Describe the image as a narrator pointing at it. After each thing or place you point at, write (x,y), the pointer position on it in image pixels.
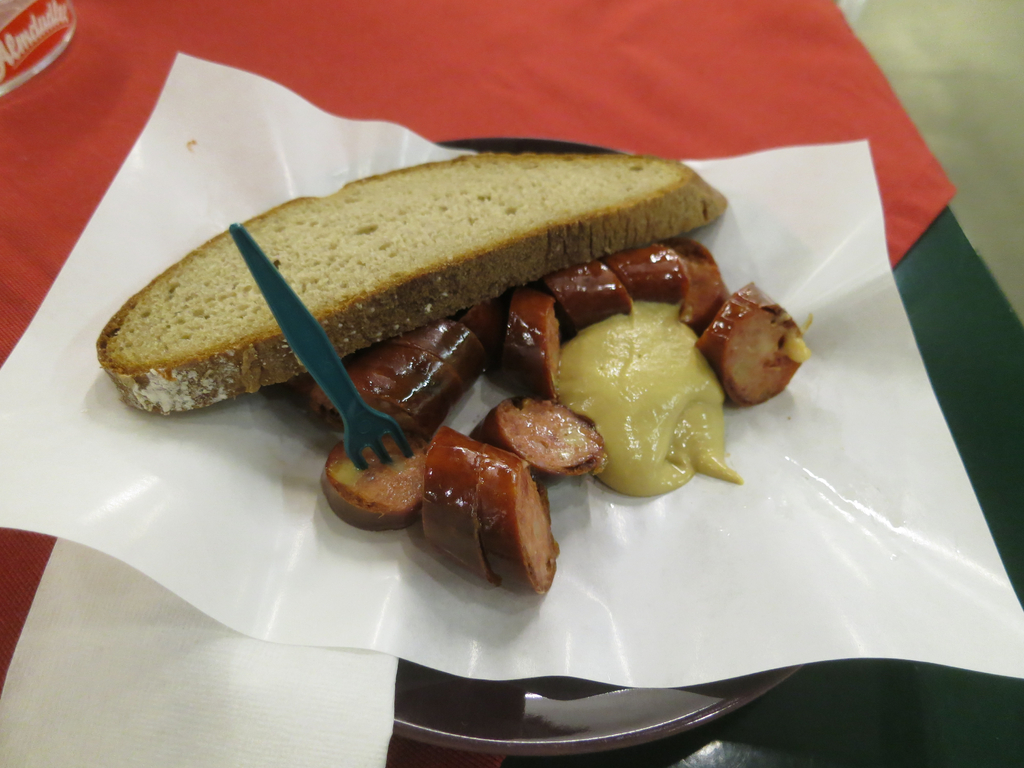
In the image in the center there is a table (1000,363). On the table (995,352), we can see one cloth (839,45), plate (496,702), fork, tissue papers (416,607) and some food items (341,442).
